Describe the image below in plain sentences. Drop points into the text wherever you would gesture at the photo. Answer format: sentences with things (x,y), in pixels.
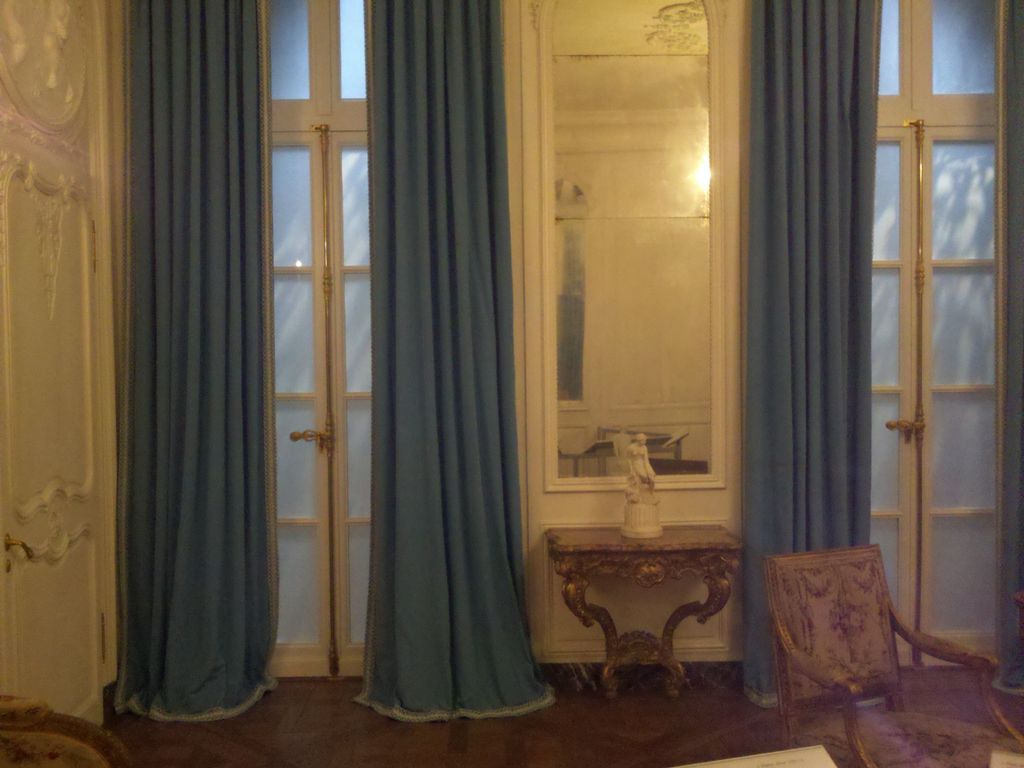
In this image I see a chair (893,657) over here and I see a white color sculpture (641,494) on this table (637,566) and I see a mirror (604,307) over here and I can also see curtains (487,309) which are of blue in color and I see doors (336,233) and I see the floor (306,743) and I see the light (709,168) in the reflection (701,165).
